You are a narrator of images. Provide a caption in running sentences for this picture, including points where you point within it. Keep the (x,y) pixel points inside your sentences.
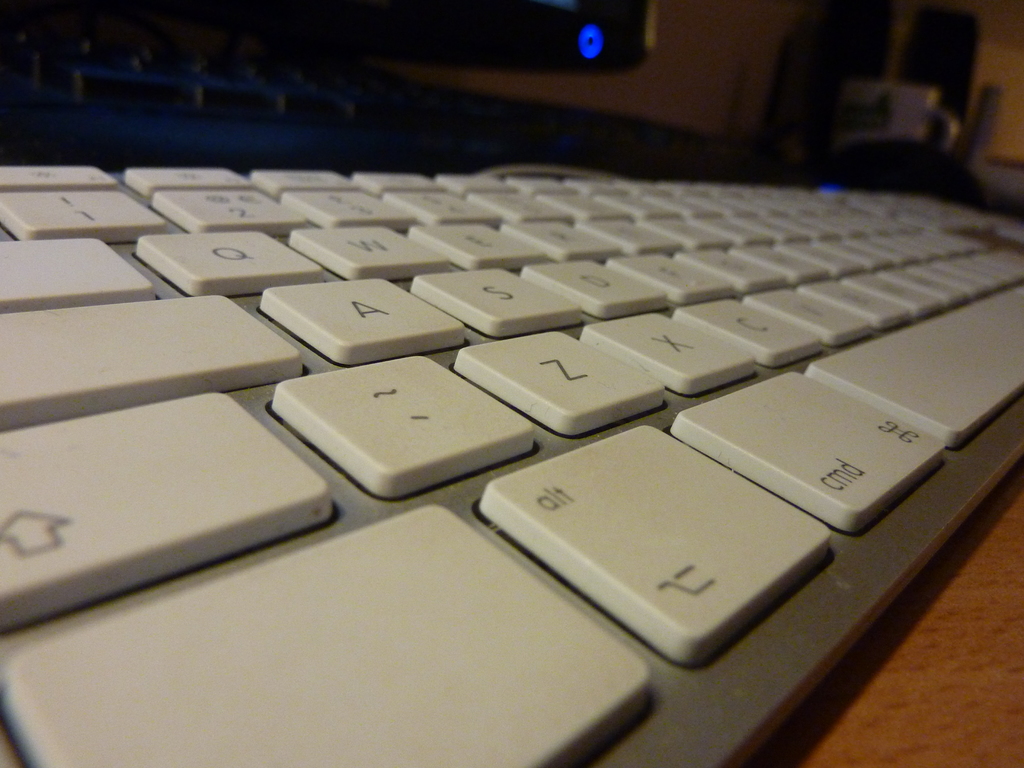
In this picture, I can see a monitor (568,50) and a keyboard (667,354) on the table (949,693).
